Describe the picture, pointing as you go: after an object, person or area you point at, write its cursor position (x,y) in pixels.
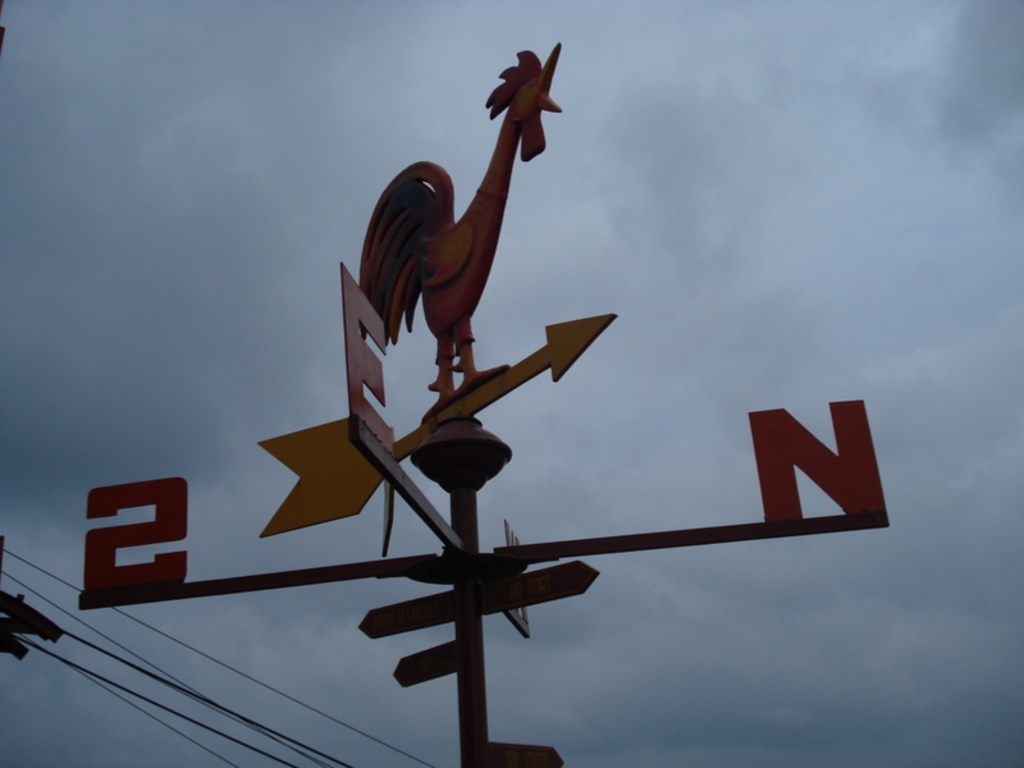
In the center of the image (476,487) we can see a compass (512,550). In the background (533,535) there are wires (148,659) and sky (614,248).
